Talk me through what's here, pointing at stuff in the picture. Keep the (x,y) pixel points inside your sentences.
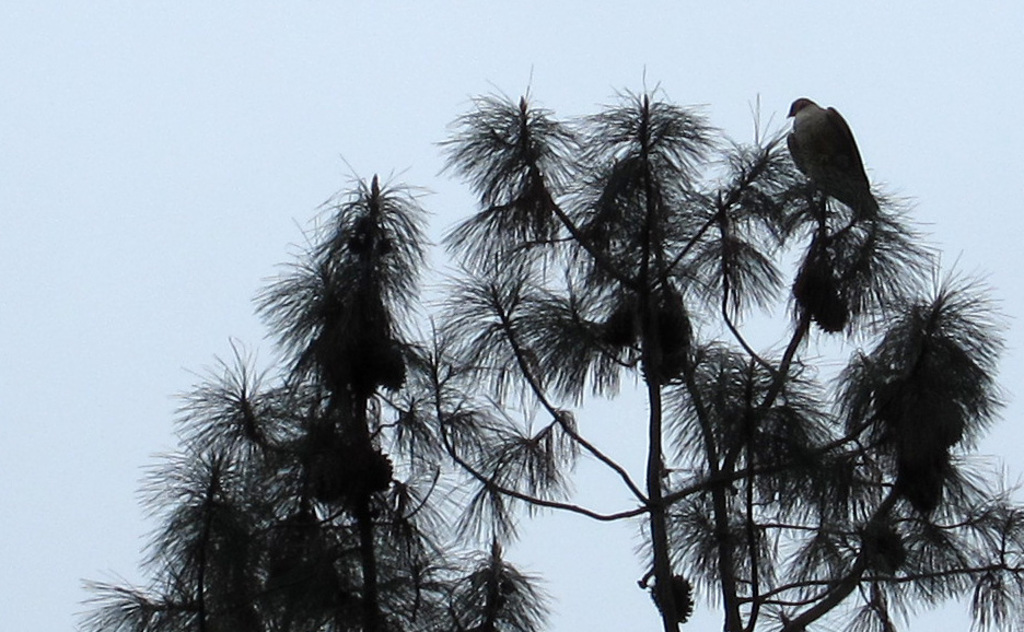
In this image we can see a bird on the branch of a tree (406,364). We can also see the sky (248,304).
